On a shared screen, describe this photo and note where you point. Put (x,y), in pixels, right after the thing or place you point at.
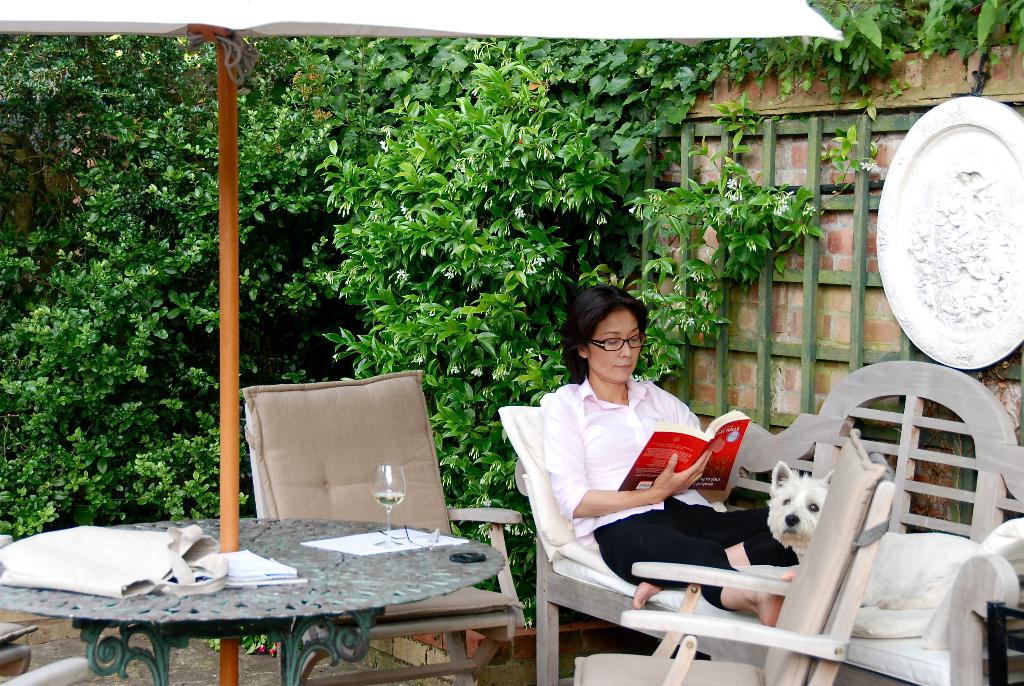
In the center (607,421) we can see woman (707,510) sitting on the bench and reading book (696,449). Beside her we can see dog (894,562). And coming to background (597,253) we can see trees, table (321,563), chairs (404,462), bags (98,578) etc.
